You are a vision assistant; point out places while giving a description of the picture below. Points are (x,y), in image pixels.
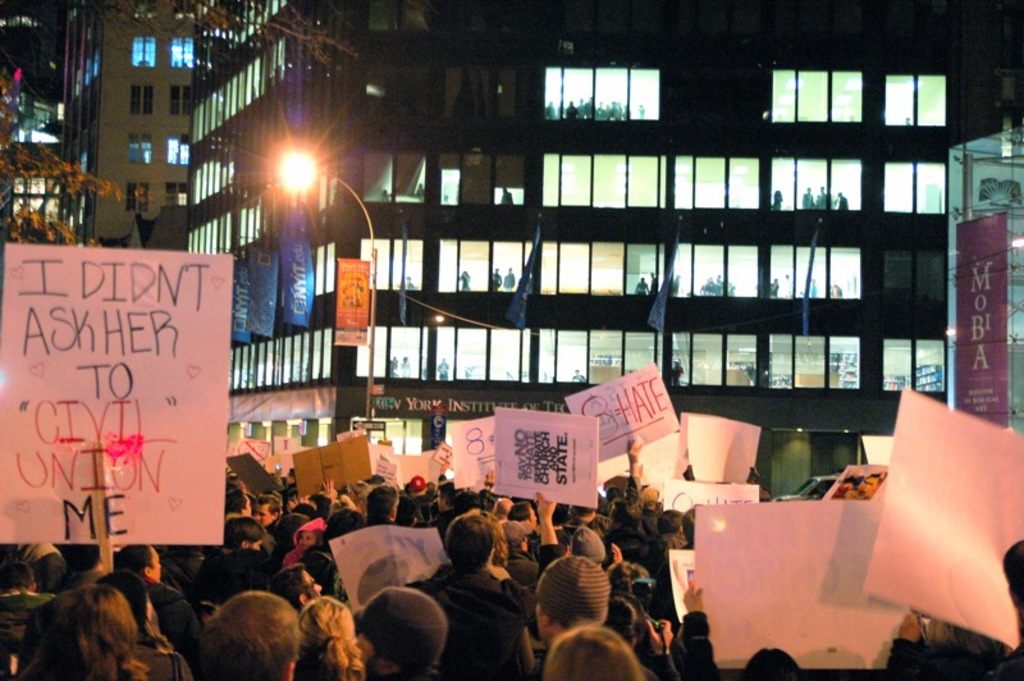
As we can see in the image there are many people (557,521), posters (936,594), buildings (408,264), banners (351,295) and a street lamp (310,182). On the left side (39,220) there is a tree (59,167). The image is little dark.
